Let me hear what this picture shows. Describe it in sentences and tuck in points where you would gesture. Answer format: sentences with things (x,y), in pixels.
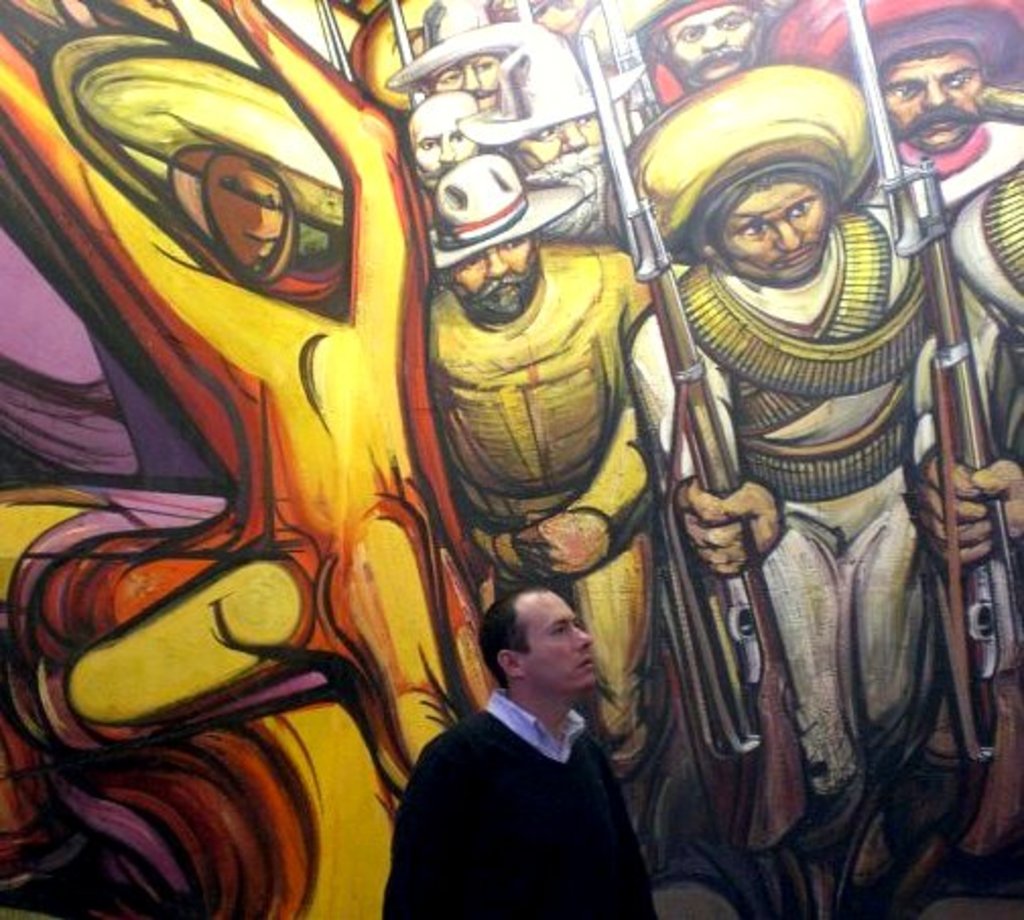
In this picture we can see a man (507,811) is standing on the path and behind the man (501,782) there is a wall (406,359) with the paintings (406,359).
